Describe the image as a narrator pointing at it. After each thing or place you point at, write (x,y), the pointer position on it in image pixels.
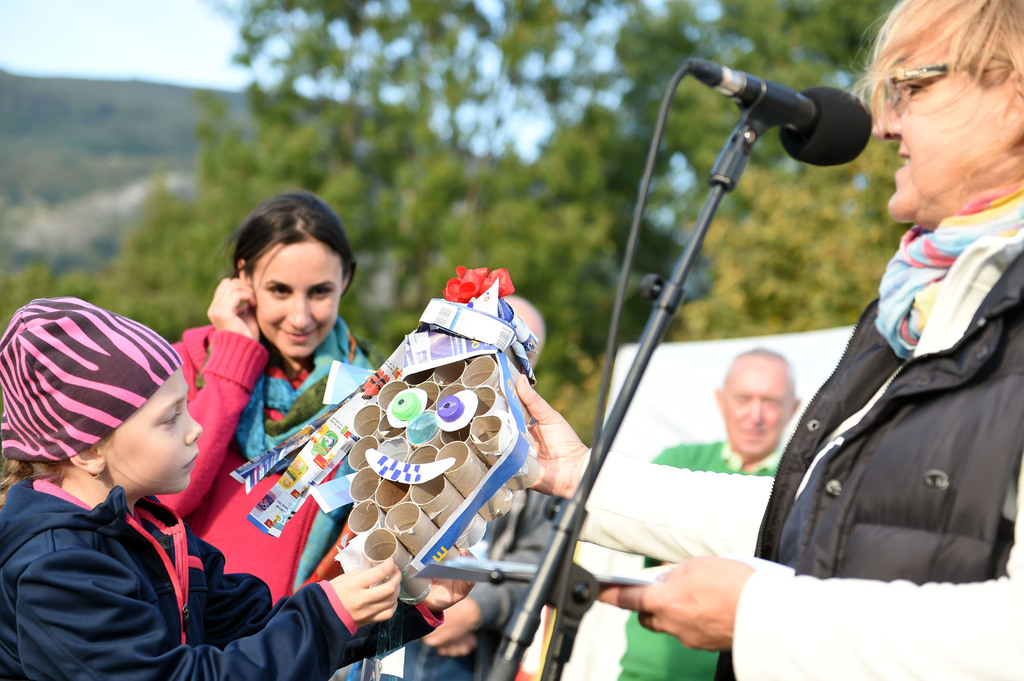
In the picture I can see a child (53,642) wearing dark blue color jacket (160,614) and cap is holding some object (376,436) and standing on the left side of the image (184,551), on the right side of the image (826,444) I can see a person (874,508) wearing black color jacket (955,461), scarf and spectacles (924,72) is standing in front of the mic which is fixed to stand (570,578). The background of the image (682,428) is slightly blurred, where we can see a few more people (770,402) standing, I can see a board (830,356), trees (121,286), hills (148,151) and the sky (83,51).
